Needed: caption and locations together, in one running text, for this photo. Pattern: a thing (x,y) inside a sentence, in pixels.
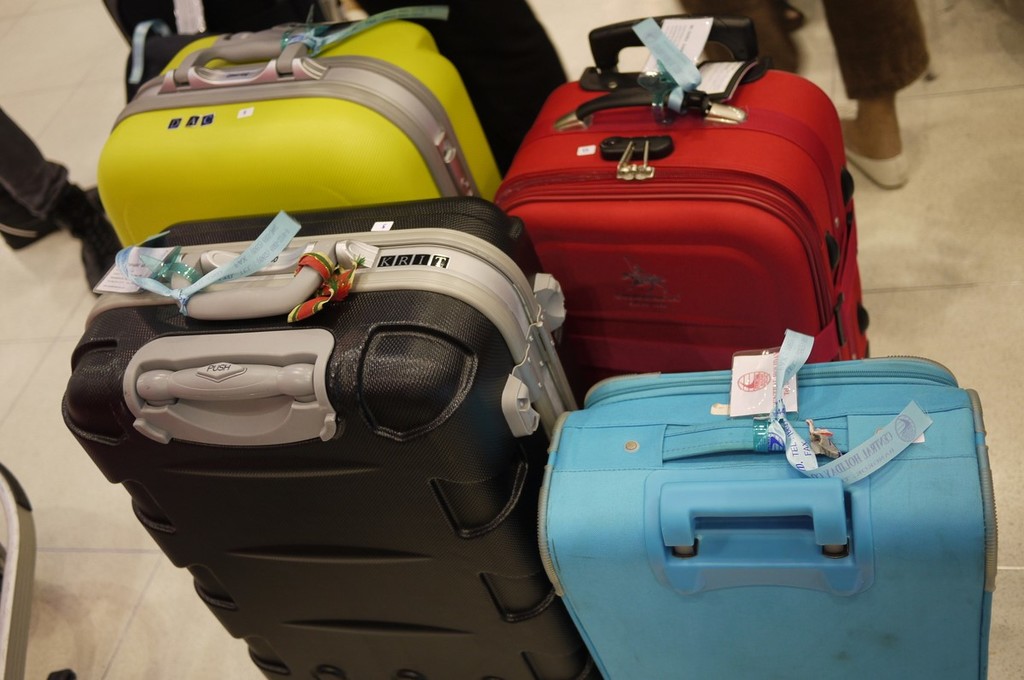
In this picture we can see four colors of suitcases (532,165) with tags (180,263) to it and this are placed on a floor (943,269) where we can see some persons legs (76,206).
